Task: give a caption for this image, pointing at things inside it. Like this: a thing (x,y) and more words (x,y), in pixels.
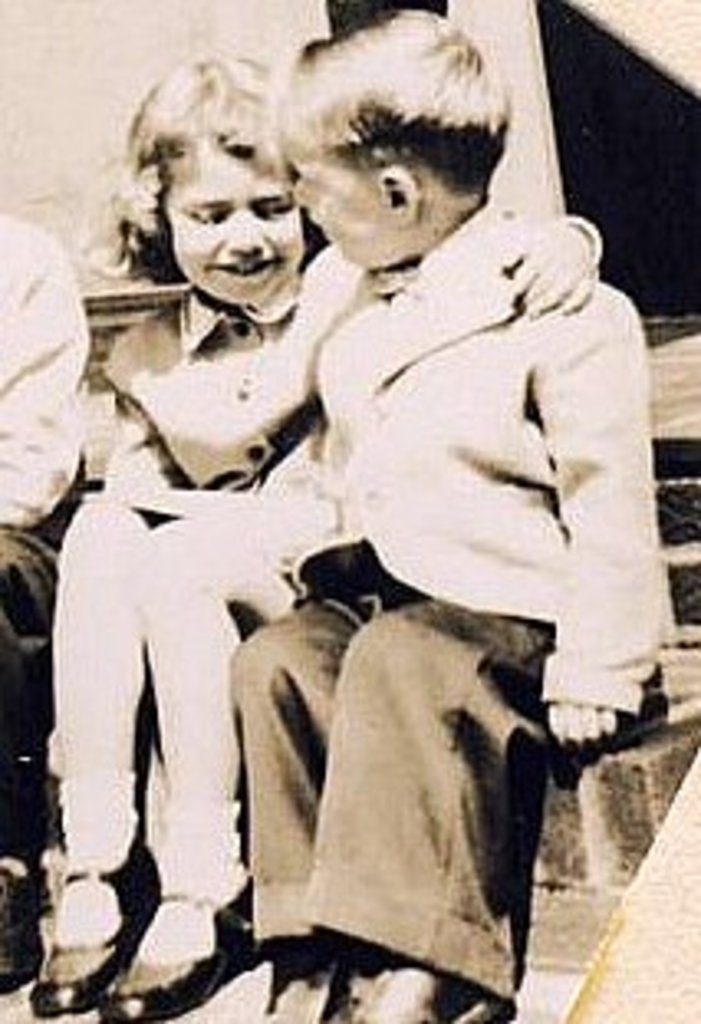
In front of the image there are three people (373,600) sitting. Behind them there is a wall (156,32).
